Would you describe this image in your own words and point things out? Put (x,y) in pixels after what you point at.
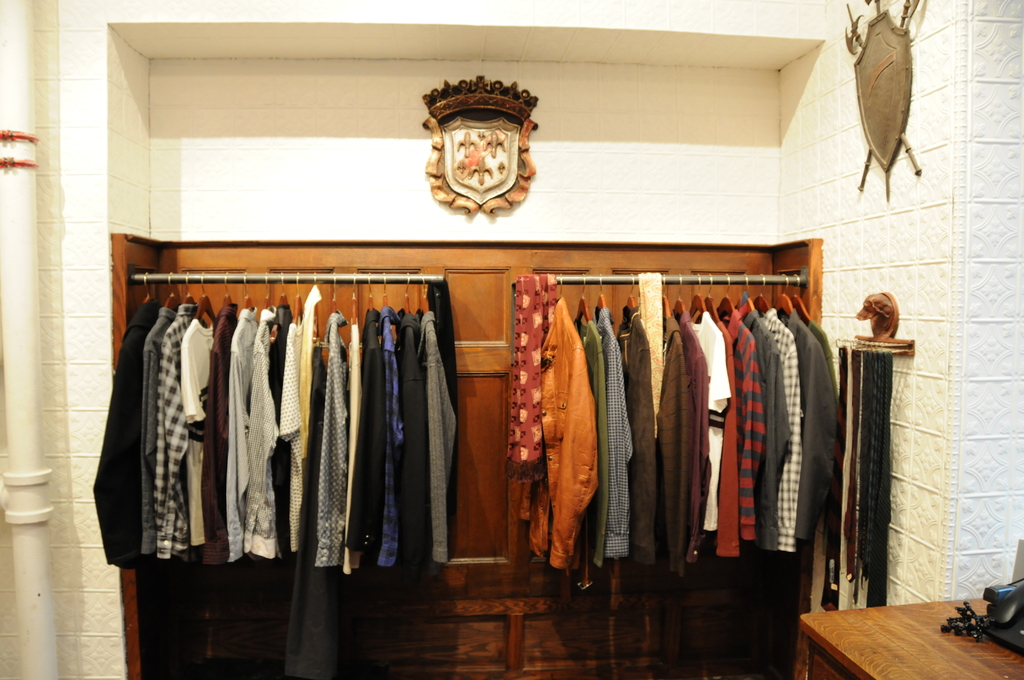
This image was taken in a room (624,120). There is a closet (392,260) filled with different kinds of shirts (350,394) in different colors. There are two antique pieces (518,196) hanging to a wall (635,144). To the left corner (18,206) there is a pipe (38,501). To the right bottom (800,626) there is a table (997,679). There are some belts (845,348) hanging to the wall (913,526).
